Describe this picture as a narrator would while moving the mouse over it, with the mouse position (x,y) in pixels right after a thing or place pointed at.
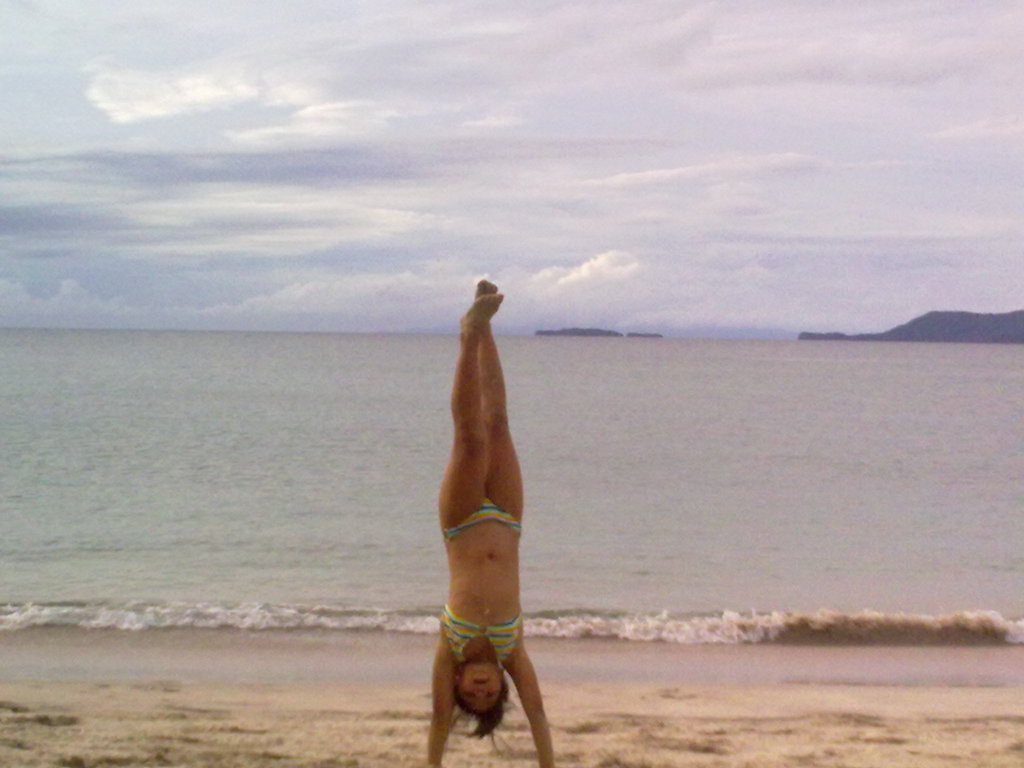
In this image I can see a person (483,382). In the background (555,419) I can see an ocean (582,467). In the foreground (294,726) there is some sand (311,701). I can see two mountains (938,334). At the top (442,89) I can see clouds (547,207) in the sky (608,169).
